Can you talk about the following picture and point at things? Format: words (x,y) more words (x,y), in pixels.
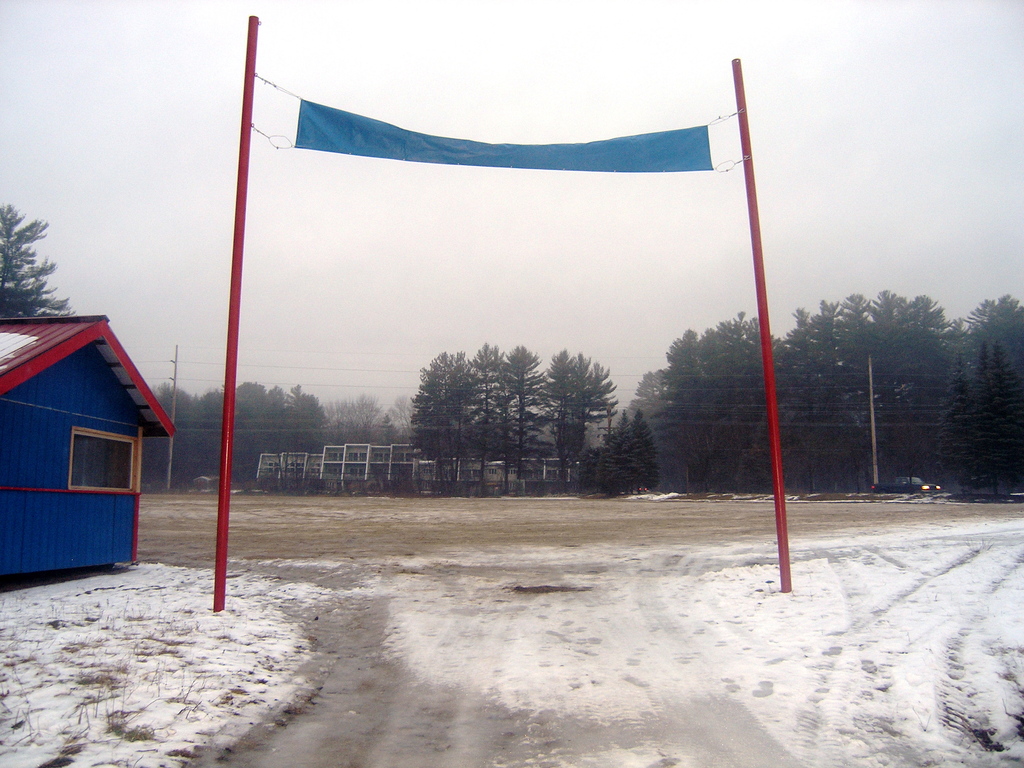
In this picture we can see a blue banner (437,145) on the poles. There are a few twigs (147,618), house (91,355) and a tree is visible on the left side (76,463). We can see some wires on the poles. There is a vehicle (903,490) visible on the right side (891,482). We can see a few trees (249,460) and other objects (382,457) in the background (433,367). There is the sky (579,68) visible on top of the picture (620,68).
